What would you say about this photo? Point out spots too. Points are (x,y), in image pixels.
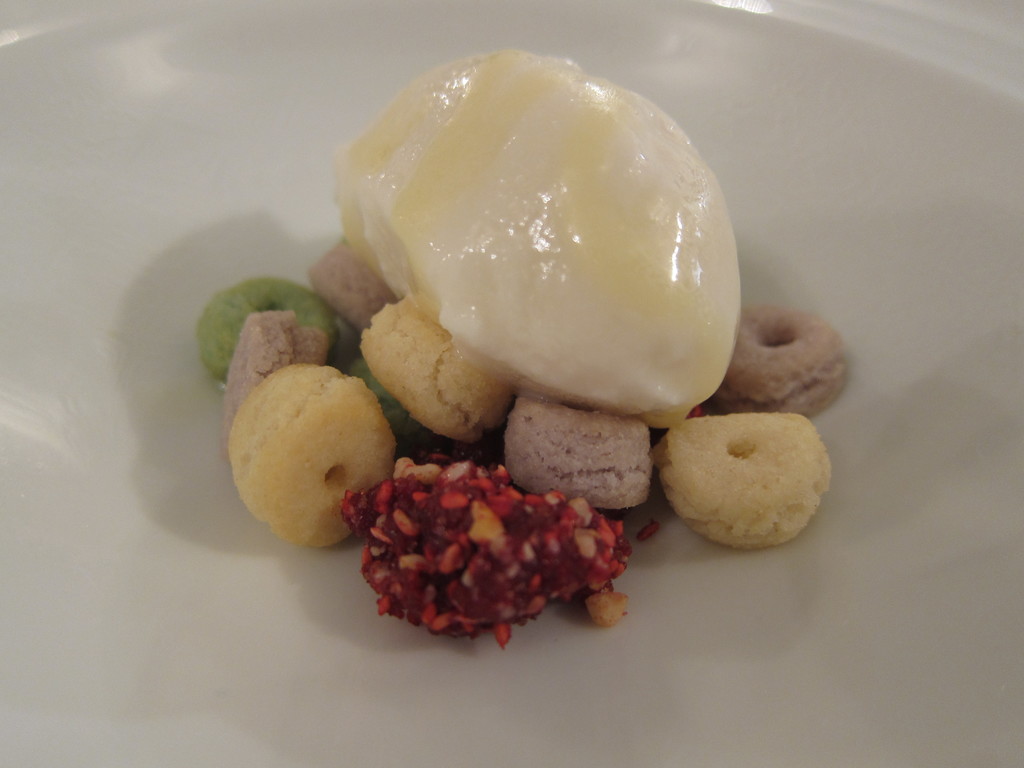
In this image we can see a serving plate (739,188) which consists of dessert (455,315) on it.
